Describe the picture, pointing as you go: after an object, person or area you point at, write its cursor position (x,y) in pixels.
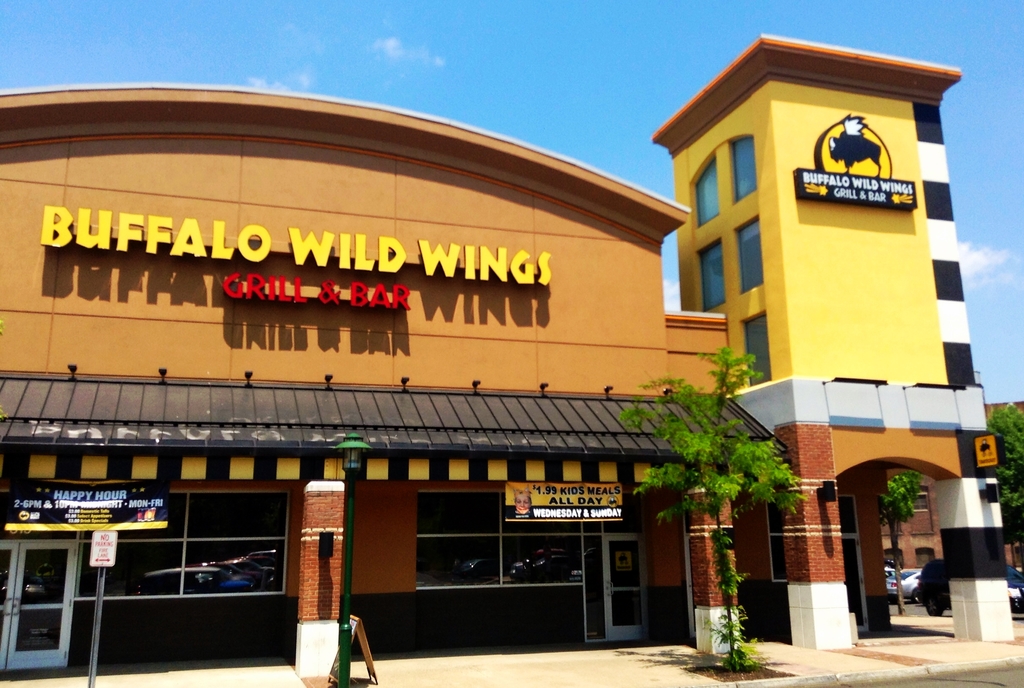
In this image I can see plants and trees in green color. Background (805,590) I can see a restaurant (202,522) and the building (636,371) is in orange and yellow color. The sky (549,85) is in blue and white color.
